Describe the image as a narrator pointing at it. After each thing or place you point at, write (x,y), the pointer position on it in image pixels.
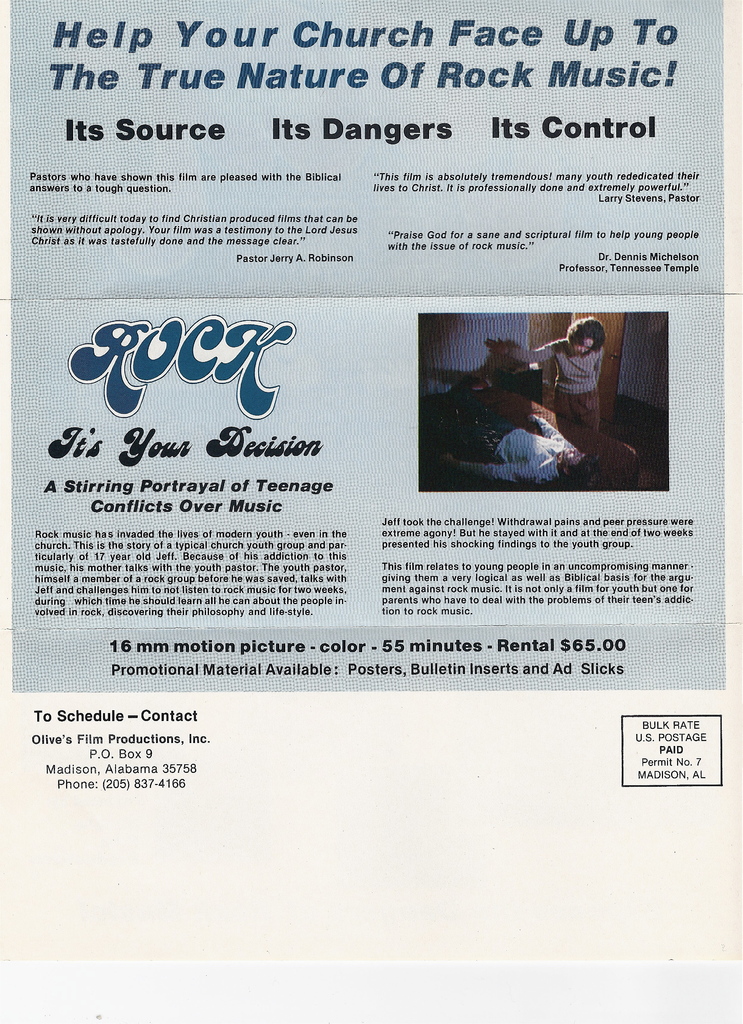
In the picture we can see a magazine (494,742) with some information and one image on it.
